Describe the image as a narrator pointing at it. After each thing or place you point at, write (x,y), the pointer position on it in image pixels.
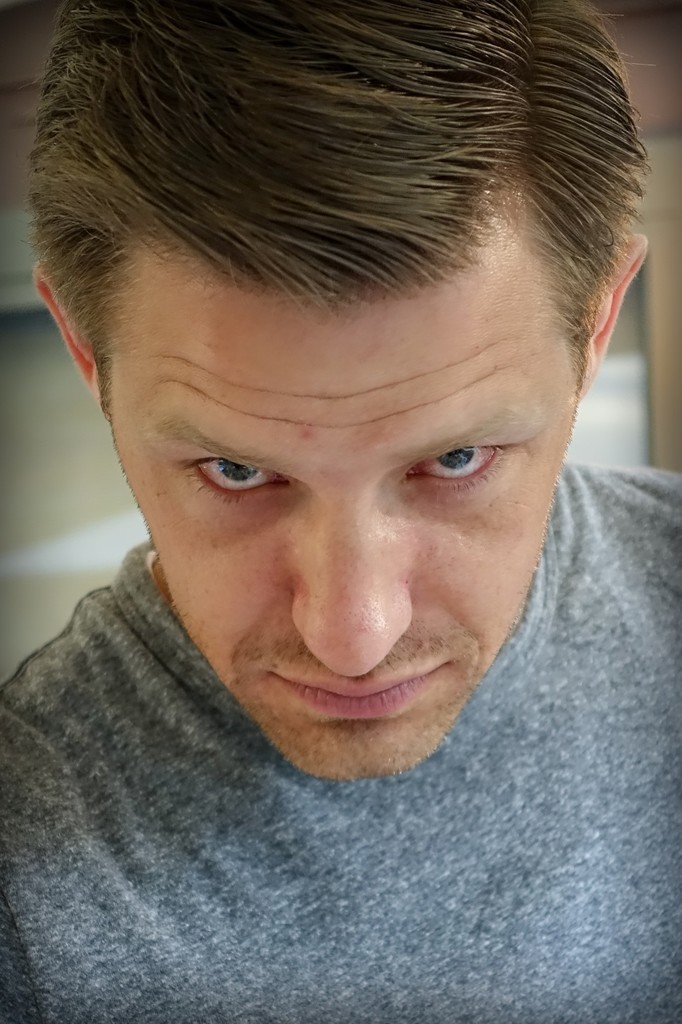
In this image I can see there is a person (418,642) standing. And at the back (57,441) it looks like a window (77,407).
